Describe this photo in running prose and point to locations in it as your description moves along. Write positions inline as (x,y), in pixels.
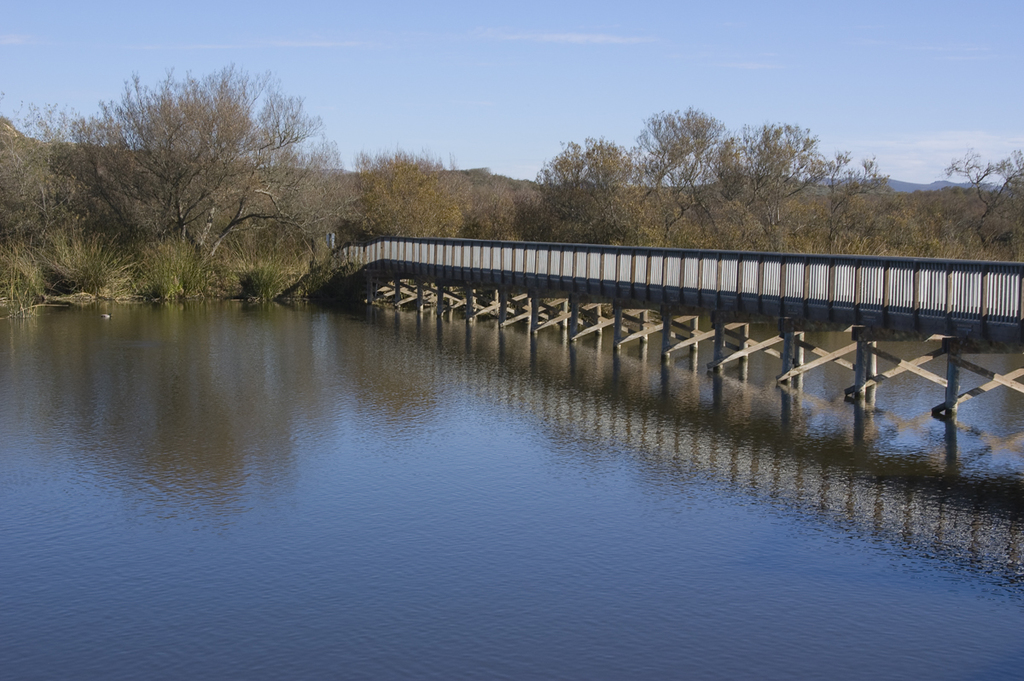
In this image I can see the water (435,481) and the bridge (495,274). In the background (467,237) I can see many trees (98,222) and the sky (418,76).
